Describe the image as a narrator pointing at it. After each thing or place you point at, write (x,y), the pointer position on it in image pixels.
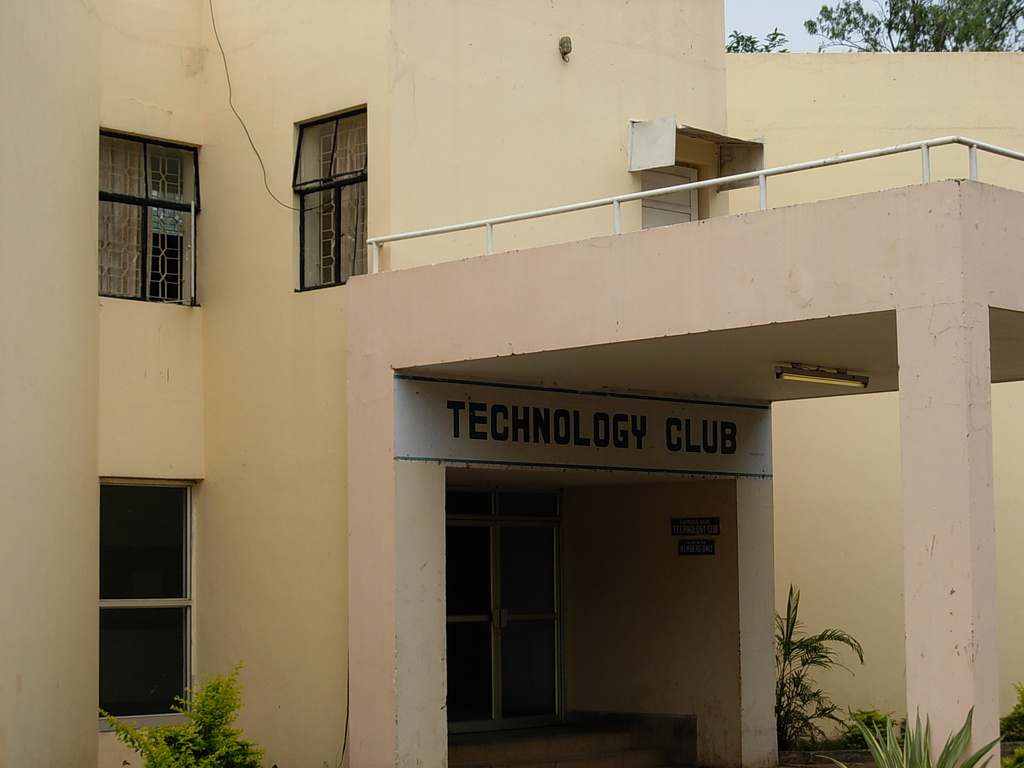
In this image I can see the building (520,455) in cream color and I can also see few glass windows (165,570) and the trees (879,752) are in green color. Background (750,8) the sky (762,30) is in white color.
